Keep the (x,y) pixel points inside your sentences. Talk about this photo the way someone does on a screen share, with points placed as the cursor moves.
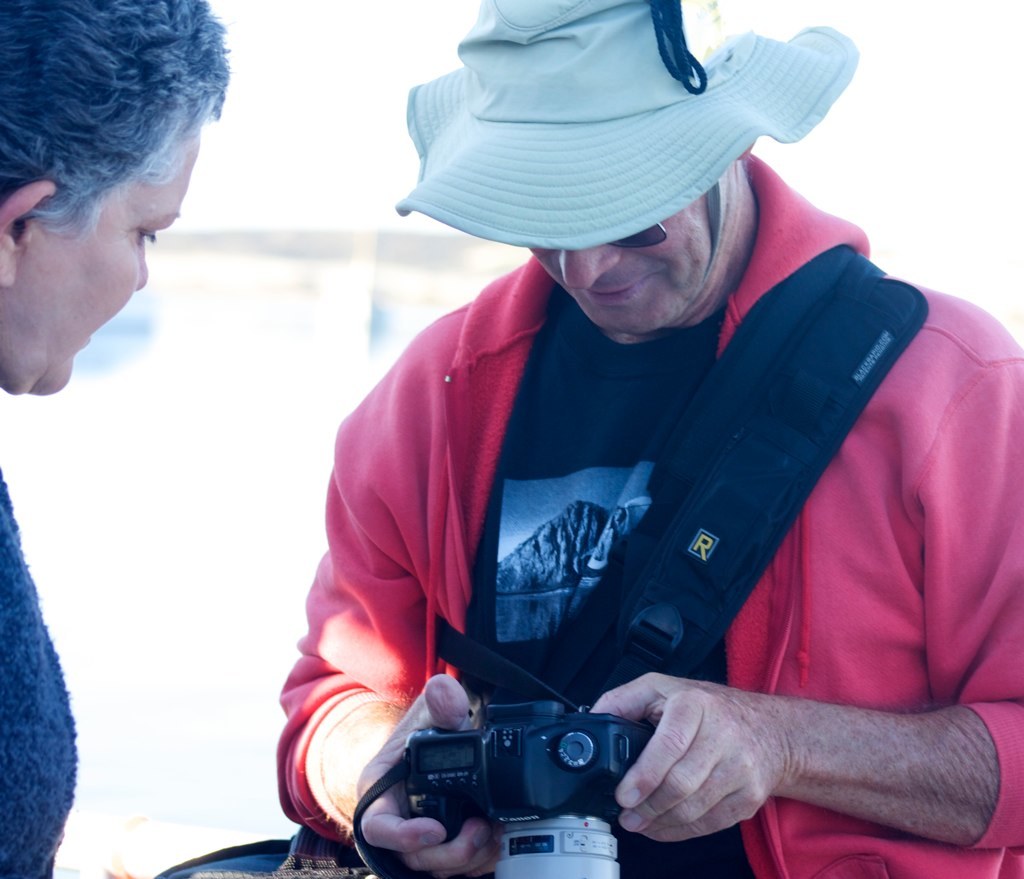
Here we can see a man (363,601) who is holding a camera (508,719) in his hand (446,873) he is seeing into the camera (543,719) and there is a woman (24,675) opposite to him he's also seeing in the camera (524,710) this man (622,382) is wearing a hat (543,137).
